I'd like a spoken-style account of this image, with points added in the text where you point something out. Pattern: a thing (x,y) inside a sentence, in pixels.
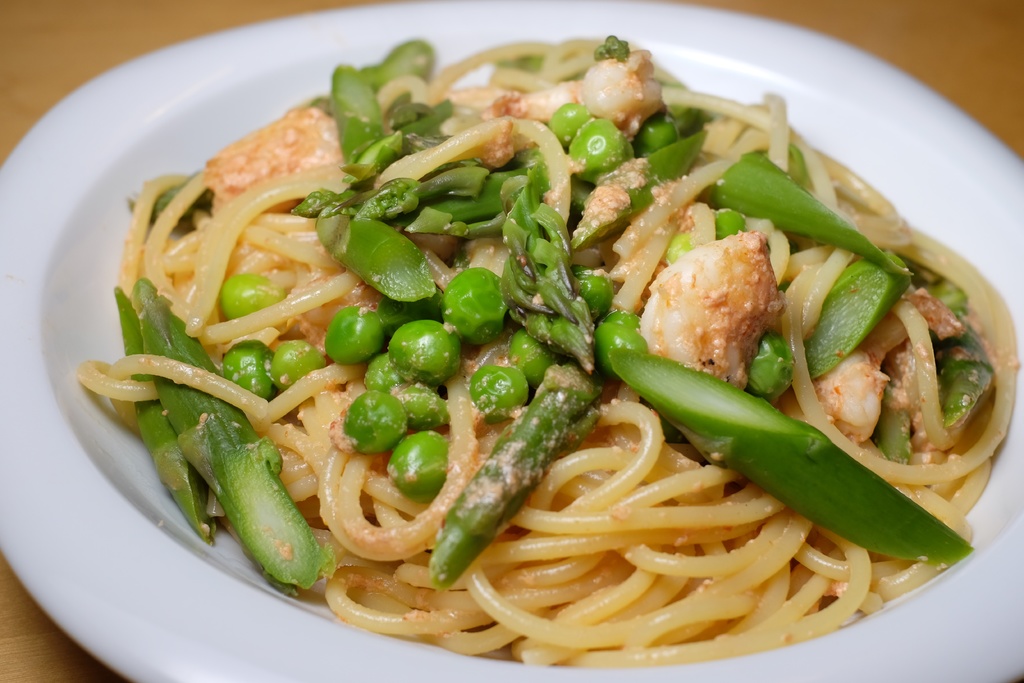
In this picture we can see a plate (153,553), on this plate (93,492) we can see food items (393,481) and this plate (87,478) is placed on a platform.
